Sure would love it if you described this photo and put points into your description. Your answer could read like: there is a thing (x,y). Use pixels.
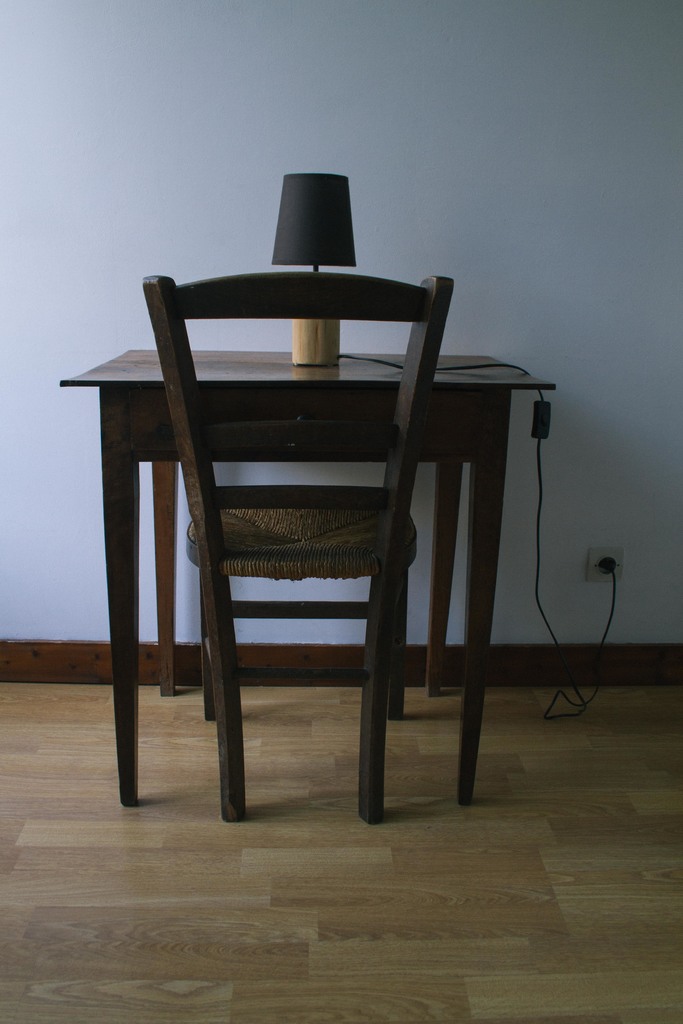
In this image there is a wooden table (343,403). Beside it there is a chair (265,495). On the table (325,373) there is a table lamp (325,241). The adapter (546,408) is connected to the power socket (592,568) on the wall (569,537). Behind the table (383,395) there is a wall (214,134). The floor (306,905) is furnished with the wood (384,945).
